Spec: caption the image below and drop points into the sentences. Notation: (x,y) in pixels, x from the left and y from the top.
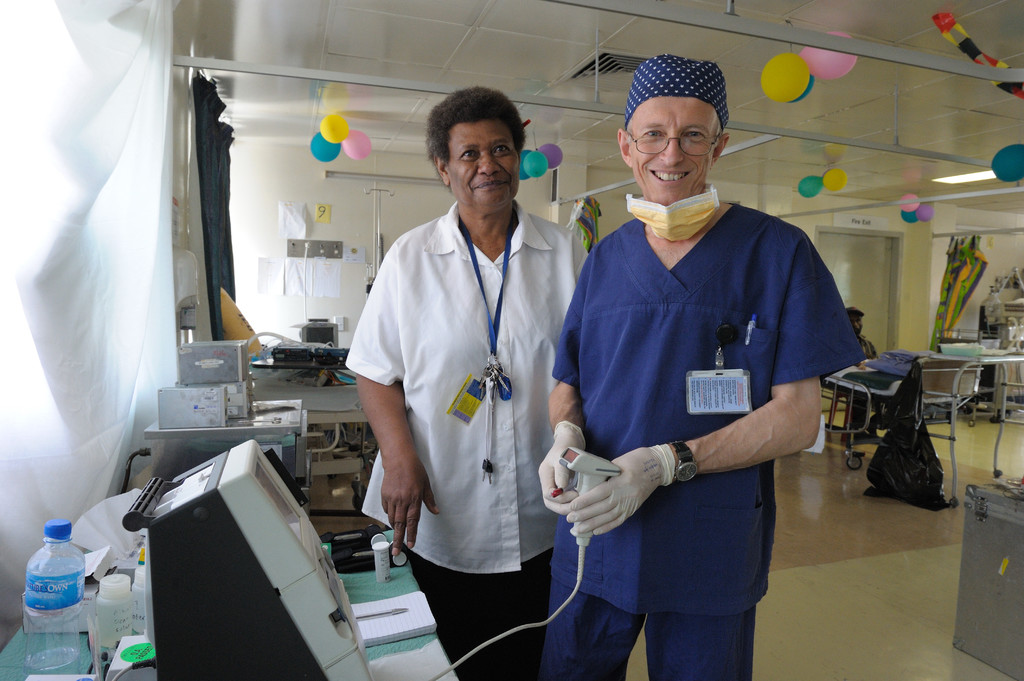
In this picture we can see 2 people (444,472) wearing aprons (660,605) standing in a room (557,113) and smiling at someone. Here we can see tables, chairs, curtains (19,561), doors (861,284), a bottle (64,604) and we can also see balloons (347,138) on the ceiling wall (321,102).
